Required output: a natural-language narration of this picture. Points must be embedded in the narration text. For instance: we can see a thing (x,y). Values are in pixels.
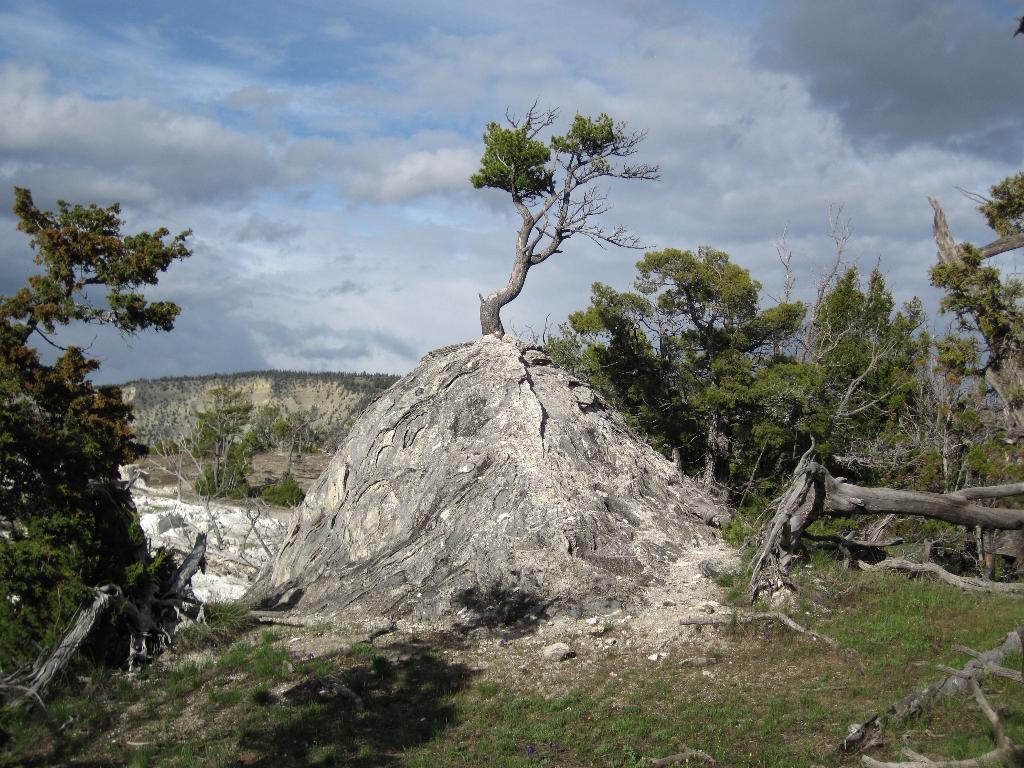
In the picture we can see a grass surface (351,699) on it, we can see some plants (751,527) and a rock hill (512,363) with a tree (531,170) on it and in the background (153,418) also we can see some hills (232,394) and sky (234,349) with clouds (807,172).
